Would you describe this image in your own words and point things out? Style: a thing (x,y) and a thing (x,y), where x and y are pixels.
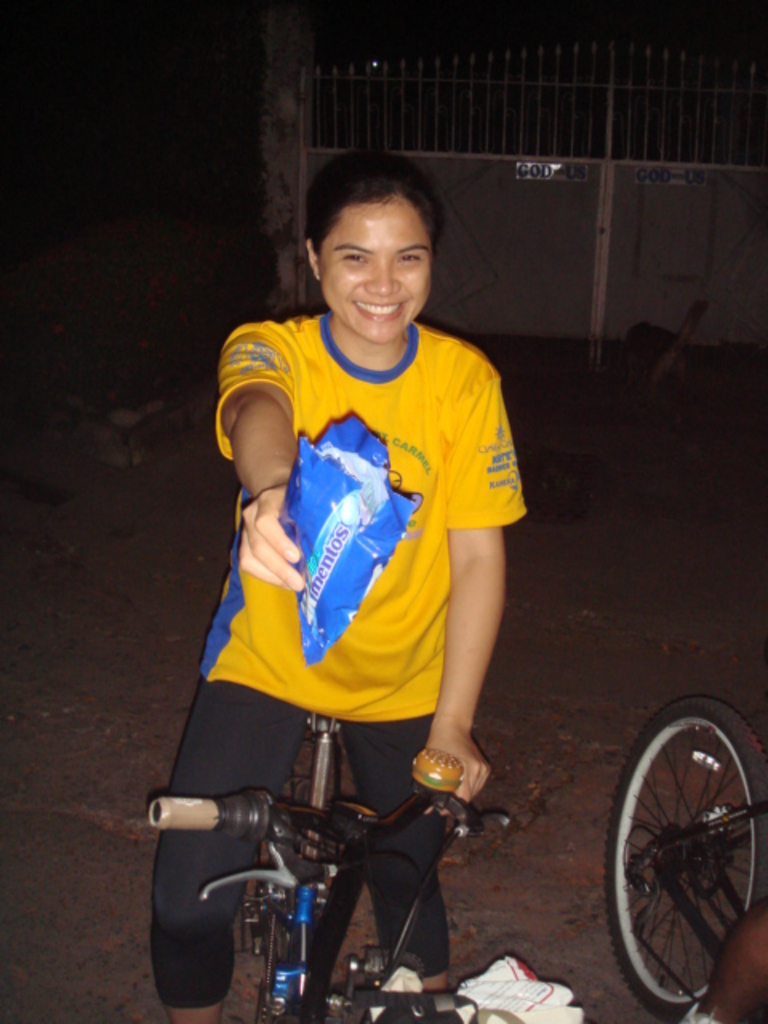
In this image there is a person (417,538) truncated towards the bottom of the image (411,723), the person (371,680) is holding an object (363,525), there is a bicycle (325,995) truncated towards the bottom of the image (307,941), there is a bicycle (704,848) truncated towards the right of the image (680,707), there are objects (556,1005) truncated towards the bottom of the image (525,1000), there is a gate (506,213) truncated towards the right of the image (612,223), there is text (525,169) on the gate (625,199), there is a tree (111,210) truncated towards the top of the image (190,30), the tree (130,114) is truncated towards the left of the image (25,326), there is the ground (149,642) truncated, there is a person's leg (729,967) truncated towards the bottom of the image (726,990).
